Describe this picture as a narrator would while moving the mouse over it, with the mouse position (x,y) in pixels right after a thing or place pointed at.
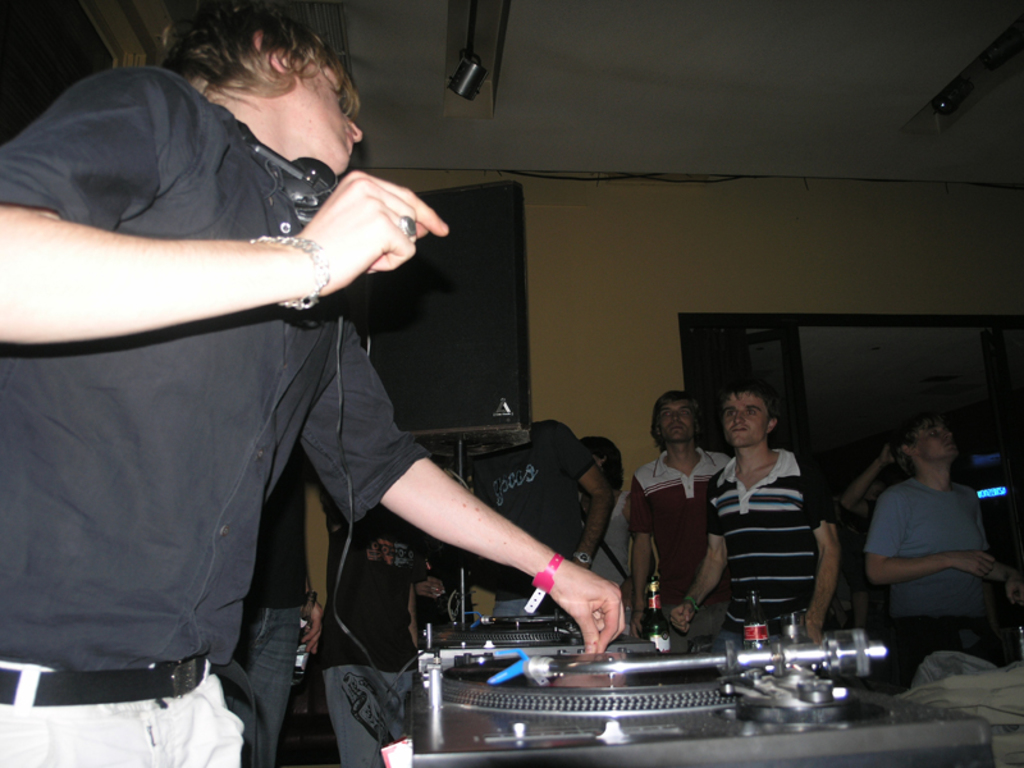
In this image I can see a group of people (109,137) on the floor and equipments (766,653). In the background (629,312) I can see a wall (652,349), speaker stand (424,315), door (731,358) and a rooftop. This image is taken may be in a hall (72,19).
